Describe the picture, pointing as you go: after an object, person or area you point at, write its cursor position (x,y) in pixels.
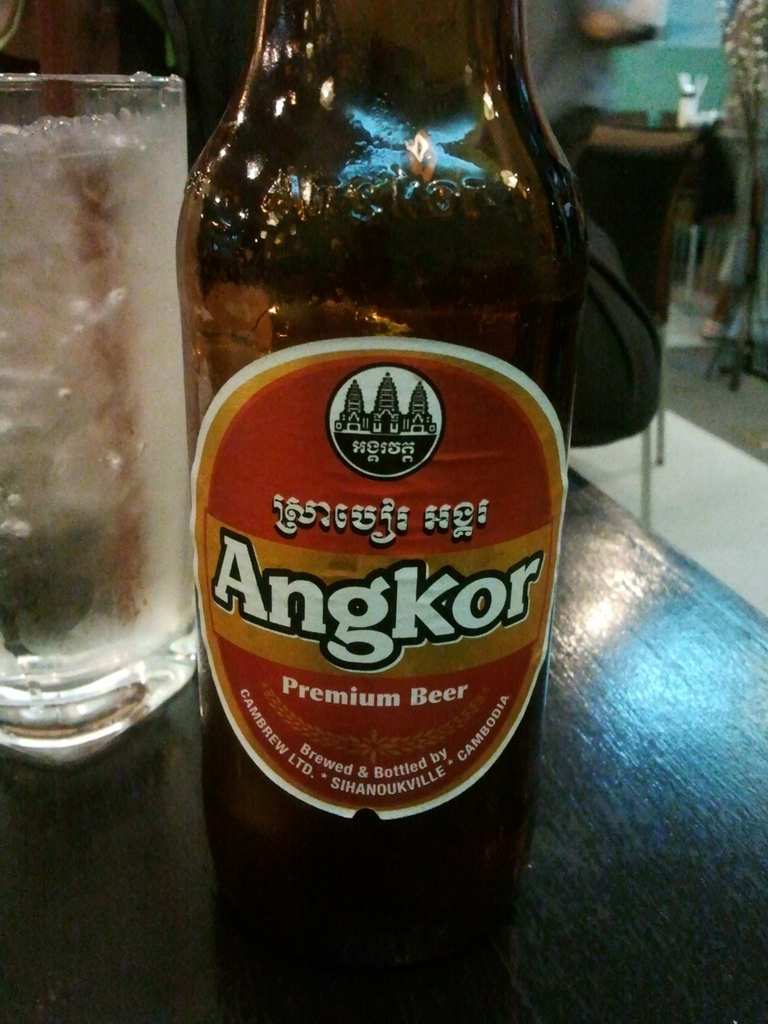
Here we can see a beer bottle (385,451), and glass (60,622) on the table (199,951).
